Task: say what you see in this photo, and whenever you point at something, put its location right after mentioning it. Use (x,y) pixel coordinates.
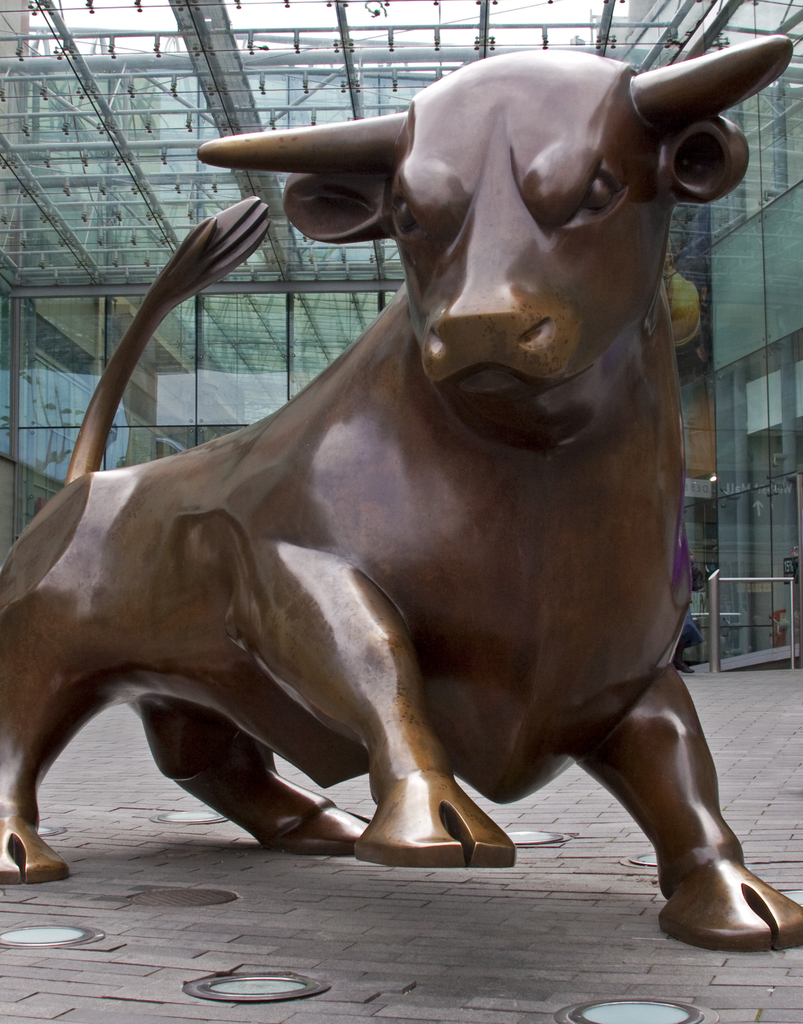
This picture seems to be clicked outside. In the foreground (554,465) we can see the sculpture (500,112) of an animal (442,555) seems to be a bull (41,693). In the background (772,625) we can see the metal rods (763,128), buildings (734,198), sky (234,25) and the roof (192,111).
